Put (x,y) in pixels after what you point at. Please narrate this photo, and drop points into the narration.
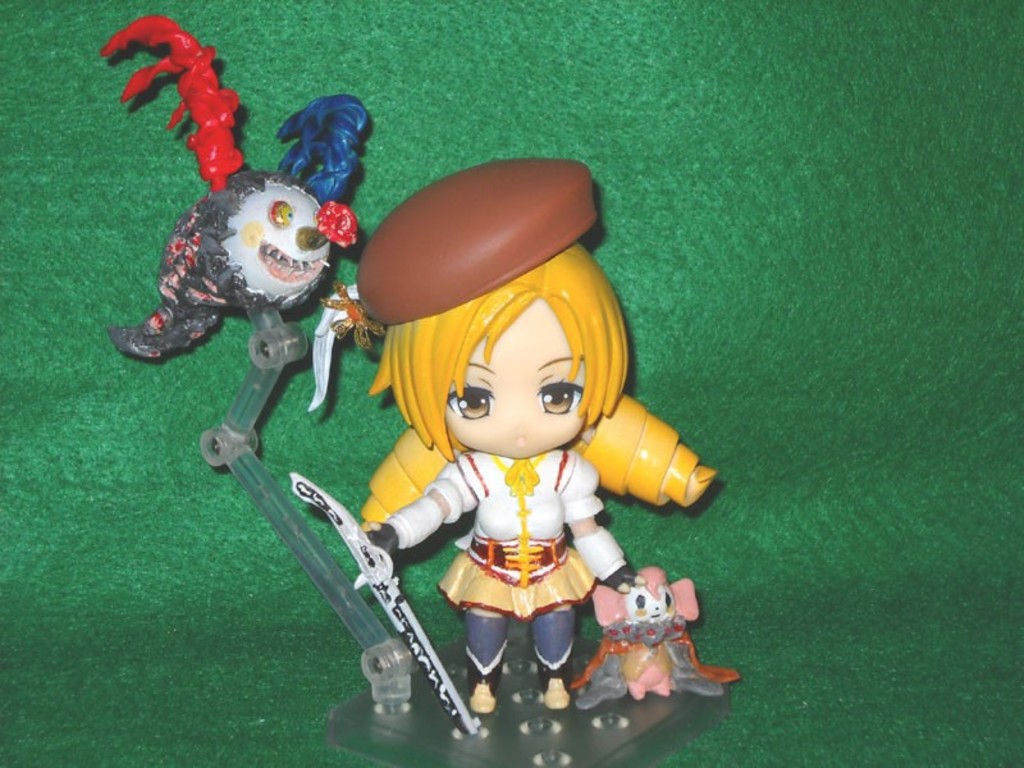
In this picture I can see toys (509,484) on a green color surface (339,437).
